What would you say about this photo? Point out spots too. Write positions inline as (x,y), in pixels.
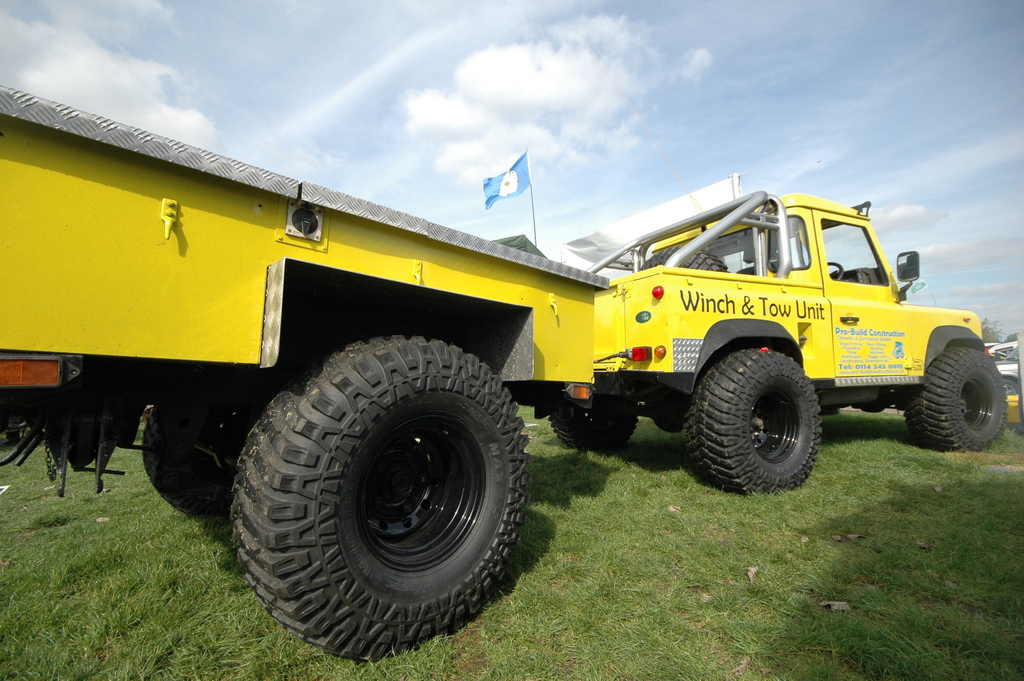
As we can see in the image there a yellow colour truck (908,327) standing on the ground (188,675) and the ground (996,618) is covered with grass (810,588). Beside the truck (736,295) there is a blue colour flag (526,183) and on the above there is a cloudy sky (679,80).
